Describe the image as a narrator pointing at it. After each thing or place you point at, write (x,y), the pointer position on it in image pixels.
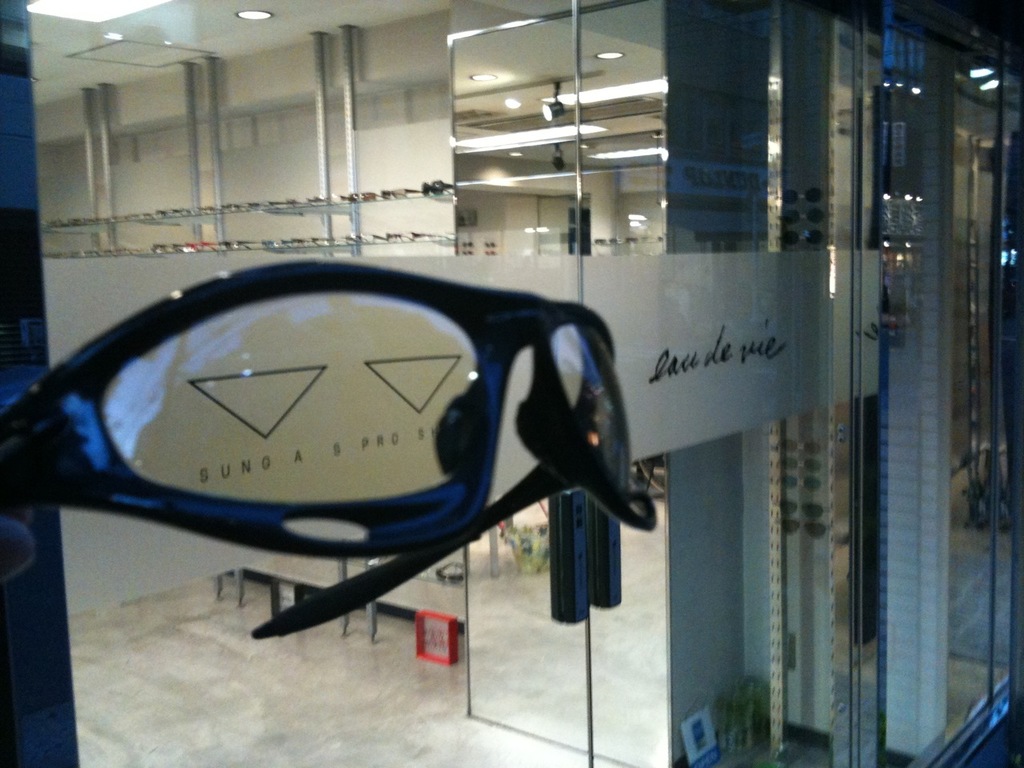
In this picture I can see glass door (514,522). In the background (543,137) I can see lights (530,134) on the ceiling (497,100). On the floor (403,633) I can see some other objects (428,634).
